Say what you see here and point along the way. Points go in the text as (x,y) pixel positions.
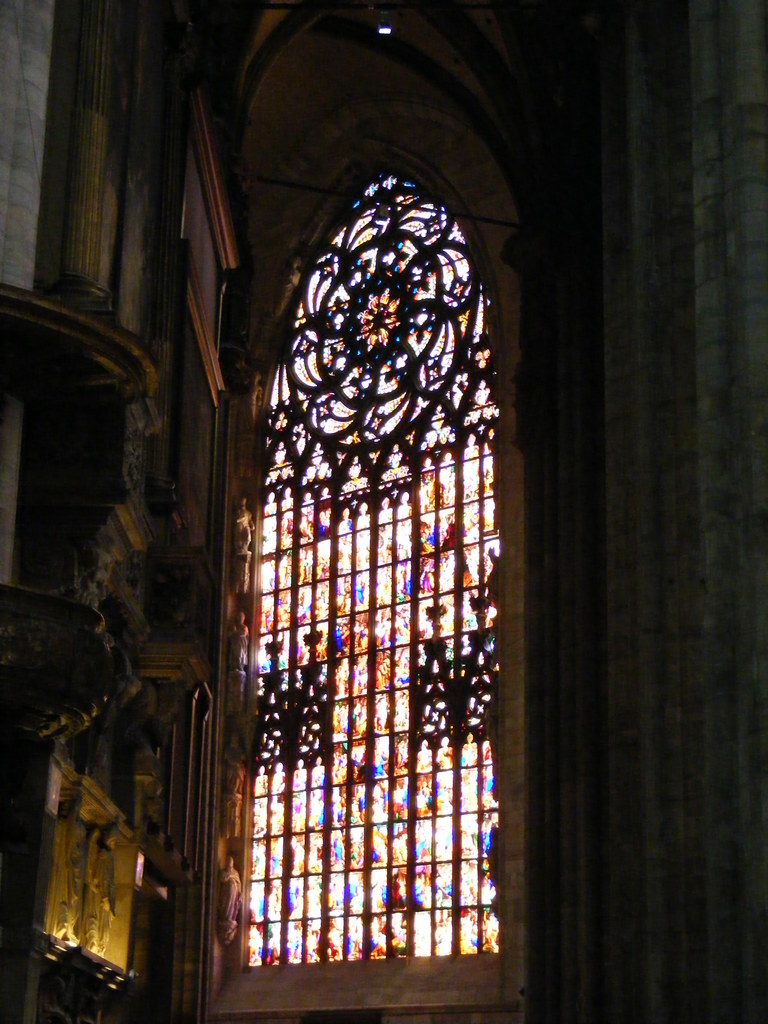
In this image there is a building (535,896) for that building (316,138) there is a glass window (390,479).
